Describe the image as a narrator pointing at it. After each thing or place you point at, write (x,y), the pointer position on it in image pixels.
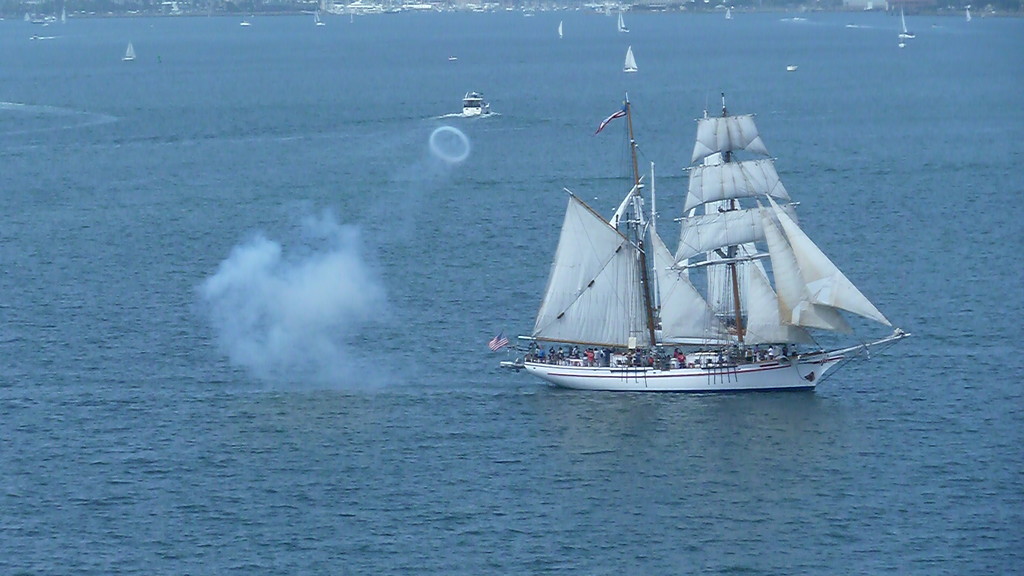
In this image we can see a ship (661,307), people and other objects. At the bottom of the image (615,516) there is the water (686,495). In the background of the image (558,82) there are ships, water (644,26) and other objects (605,9).
